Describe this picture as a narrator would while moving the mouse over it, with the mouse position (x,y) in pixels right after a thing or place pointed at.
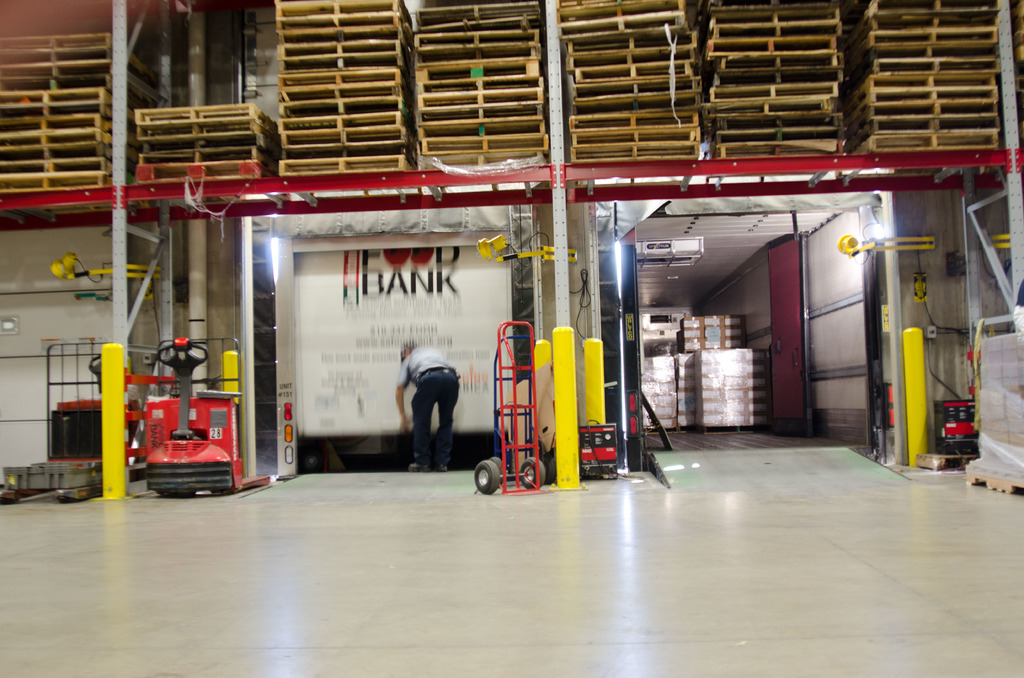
In this picture I can see a man (450,418) is standing on the floor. In the background (190,459) I can see a wall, some machines (228,405), poles (591,357) and other objects (351,405). I can also see some boxes (644,371).
